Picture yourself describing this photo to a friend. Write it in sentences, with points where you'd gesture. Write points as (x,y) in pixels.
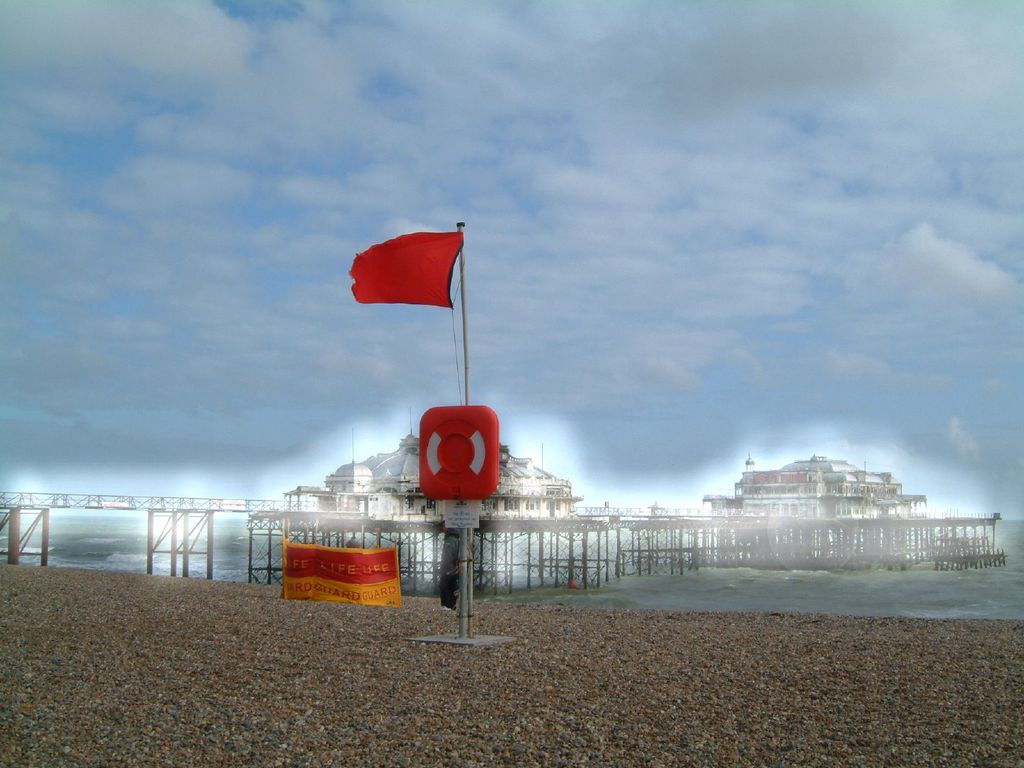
In this picture we can see flag (403,275), boards (474,410), pole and banner (399,561). We can see bridge (540,532), water (235,523) and buildings (756,480). In the background of the image (823,139) we can see sky (820,145) with clouds (952,54).
